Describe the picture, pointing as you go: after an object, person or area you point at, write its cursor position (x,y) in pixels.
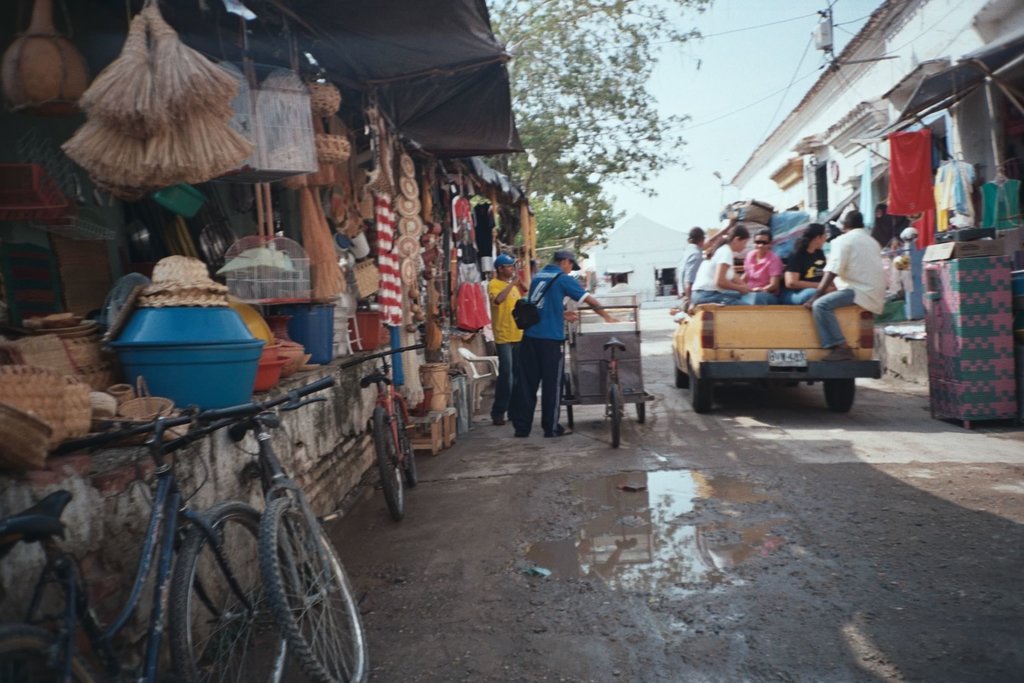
In this picture I can see vehicles (329,671) on the road (560,639). There are group of people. I can see stalls (1,154), hats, baskets (48,338), clothes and some other objects (19,99). I can see buildings (604,290), trees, and in the background (779,14) there is the sky (853,4).
